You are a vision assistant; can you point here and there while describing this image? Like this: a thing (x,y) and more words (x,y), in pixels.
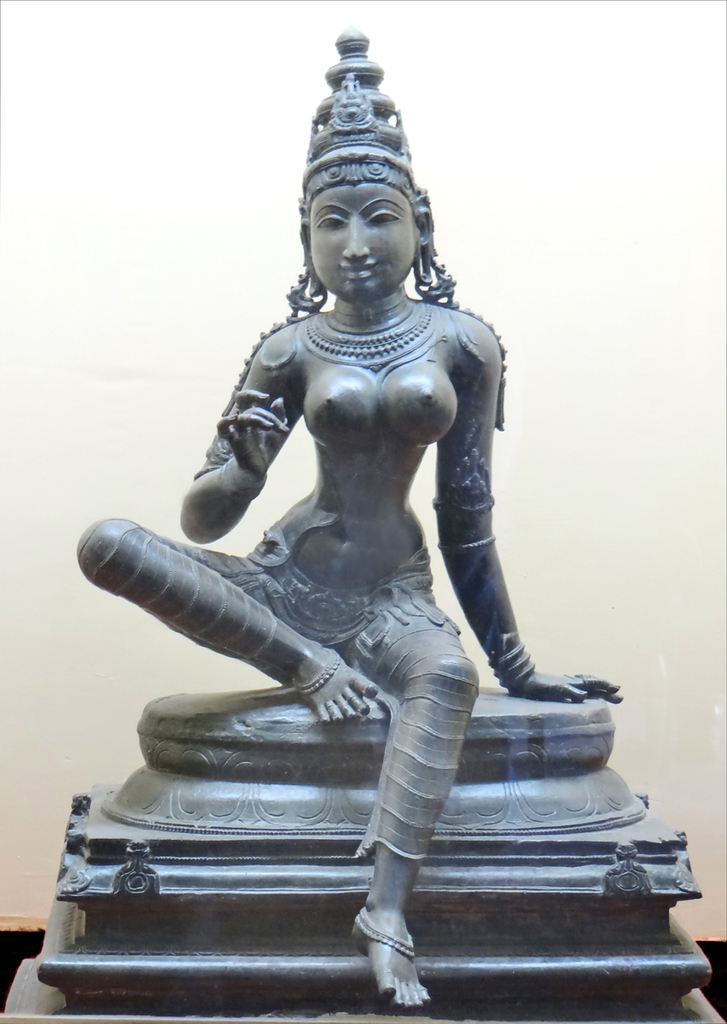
There is a sculpture (279,354) on a stand (436,940). In the back (545,316) it is white wall (185,222).
